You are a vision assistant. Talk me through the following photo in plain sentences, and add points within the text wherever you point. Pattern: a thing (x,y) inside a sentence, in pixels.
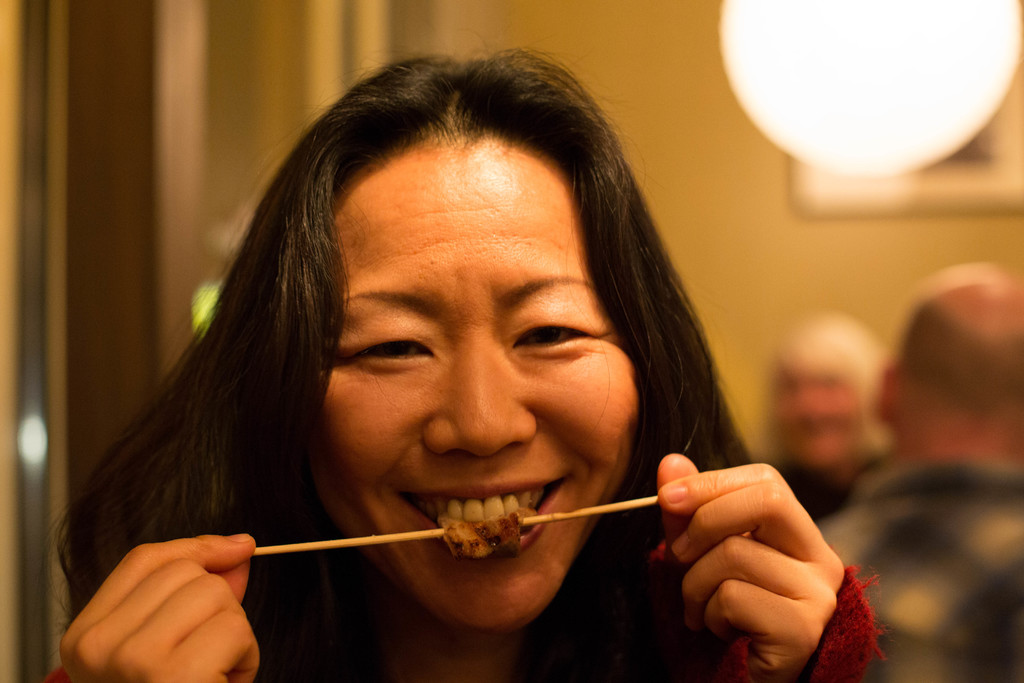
In this picture I can observe a woman (274,414). She is smiling. This woman (447,578) is holding a stick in her hands (753,529). On the right side (918,432) there are two persons (858,474). I can observe a light (814,68). In the background (710,140) there is a wall (579,37).
